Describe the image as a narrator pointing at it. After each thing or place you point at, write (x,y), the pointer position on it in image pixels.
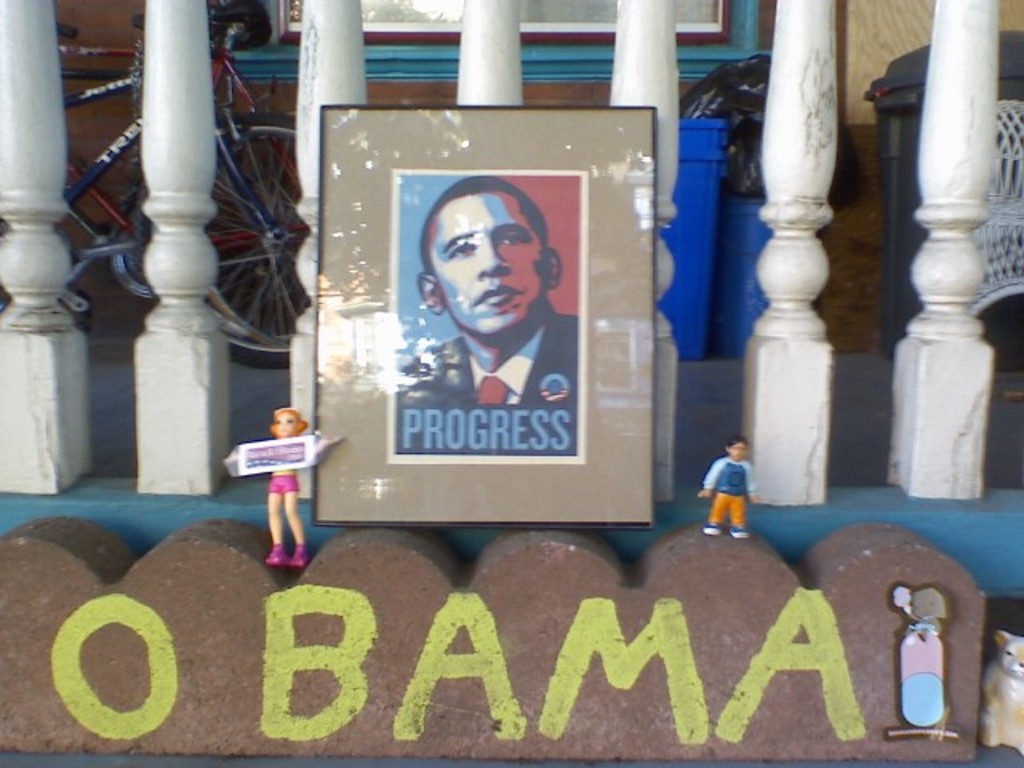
In this image we can see two bikes (232,216) and three dustbins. There is a photo (620,481) and a few toys (733,523) on the wall (853,552).
